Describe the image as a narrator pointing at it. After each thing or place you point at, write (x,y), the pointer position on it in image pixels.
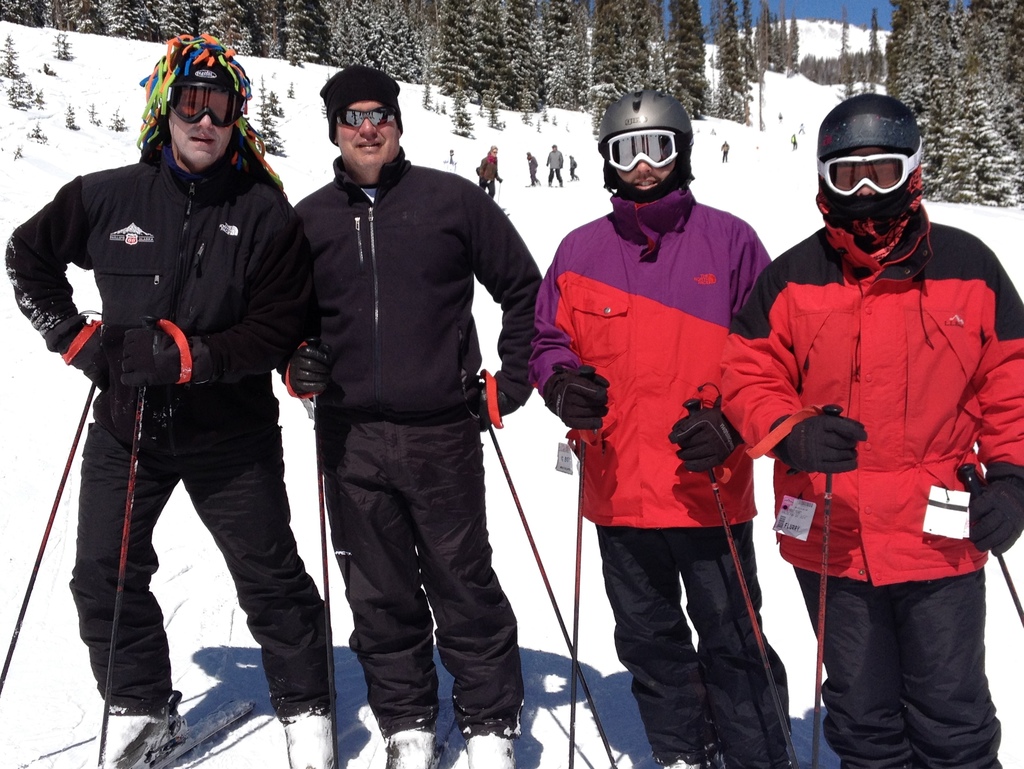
In this image I can see four people (547,382) standing in front (455,473) and they are wearing black, red and purple dress (672,408) and holding sticks (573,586). Back Side I can see few people (492,158), trees (527,70) and snow (544,178). The sky (816,13) is in blue color.
